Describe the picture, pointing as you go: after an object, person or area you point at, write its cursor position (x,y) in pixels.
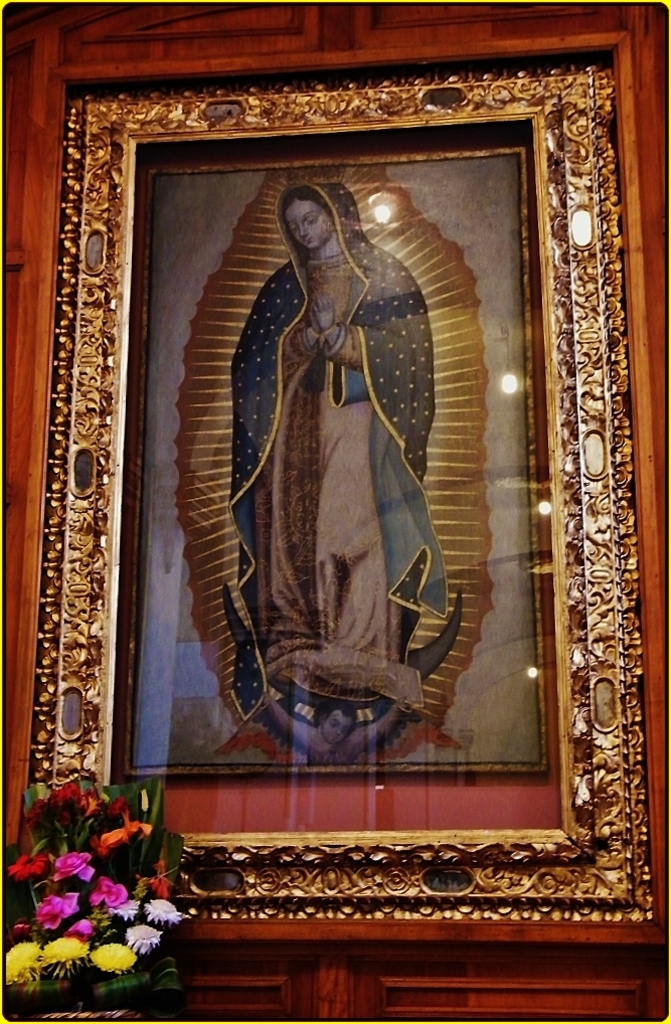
In this image, we can see a plant (116,921) with some flower (142,943). In the background (296,312), we can see a photo frame (317,372) with few lights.
